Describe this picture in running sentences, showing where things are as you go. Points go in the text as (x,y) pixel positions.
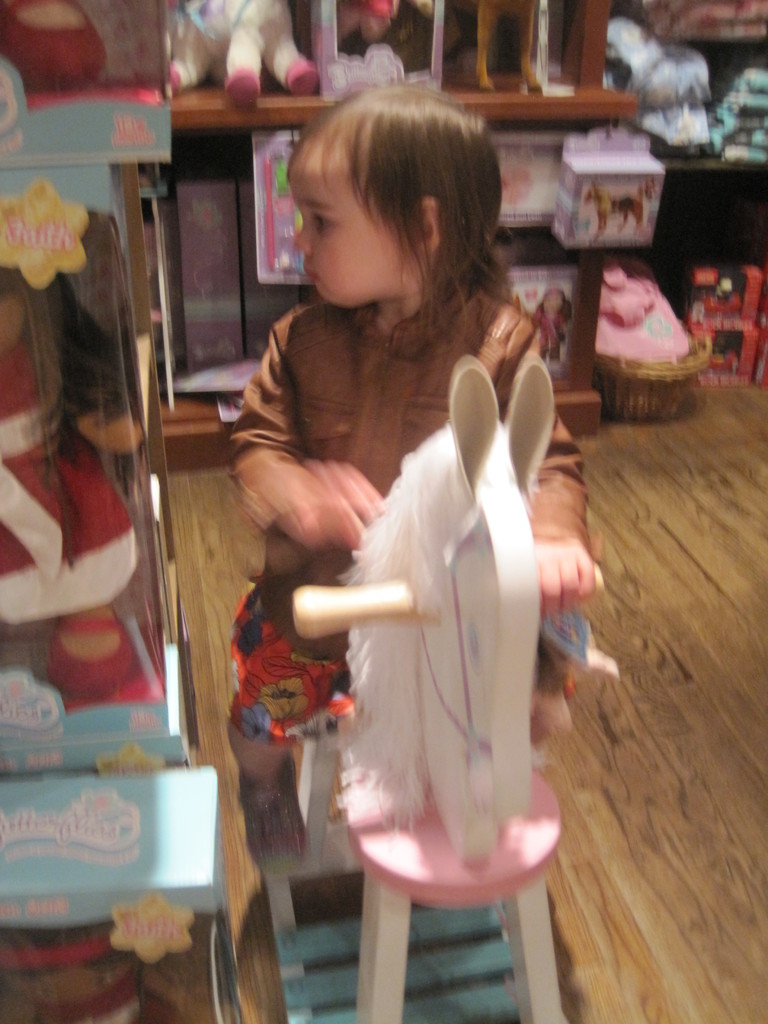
In the image we can see there is a kid (374,441) sitting on the toy horse (428,804) and behind there are other toys (93,128) kept on the shelves (459,12).
